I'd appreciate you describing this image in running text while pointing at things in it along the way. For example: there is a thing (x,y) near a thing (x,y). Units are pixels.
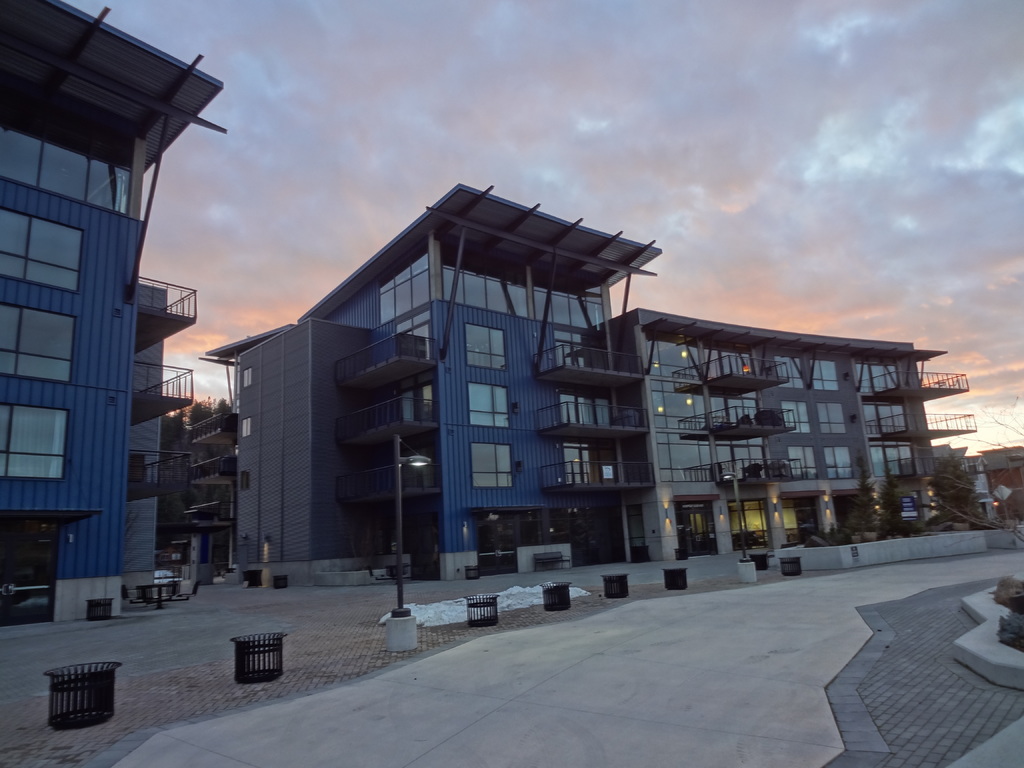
Sky (601,155) is cloudy. Here we can see buildings (510,434). In-front of these buildings (703,434) there are light poles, bins (756,558) and trees (865,493). To these buildings (681,355) there are glass windows (663,442).
